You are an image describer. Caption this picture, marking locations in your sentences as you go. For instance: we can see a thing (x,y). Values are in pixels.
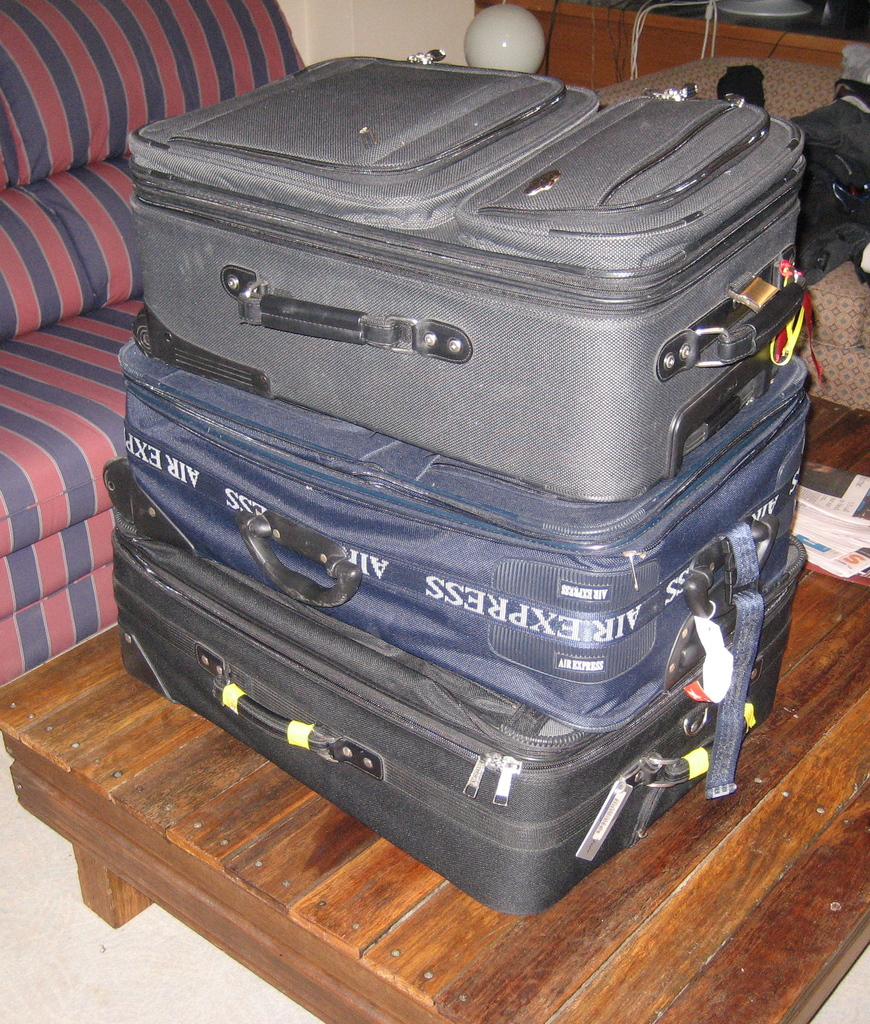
In this image I see 3 suitcases (643,106) which are on the table (88,745). In the background (458,5) I see the couch (281,38) and the wall (465,19).
